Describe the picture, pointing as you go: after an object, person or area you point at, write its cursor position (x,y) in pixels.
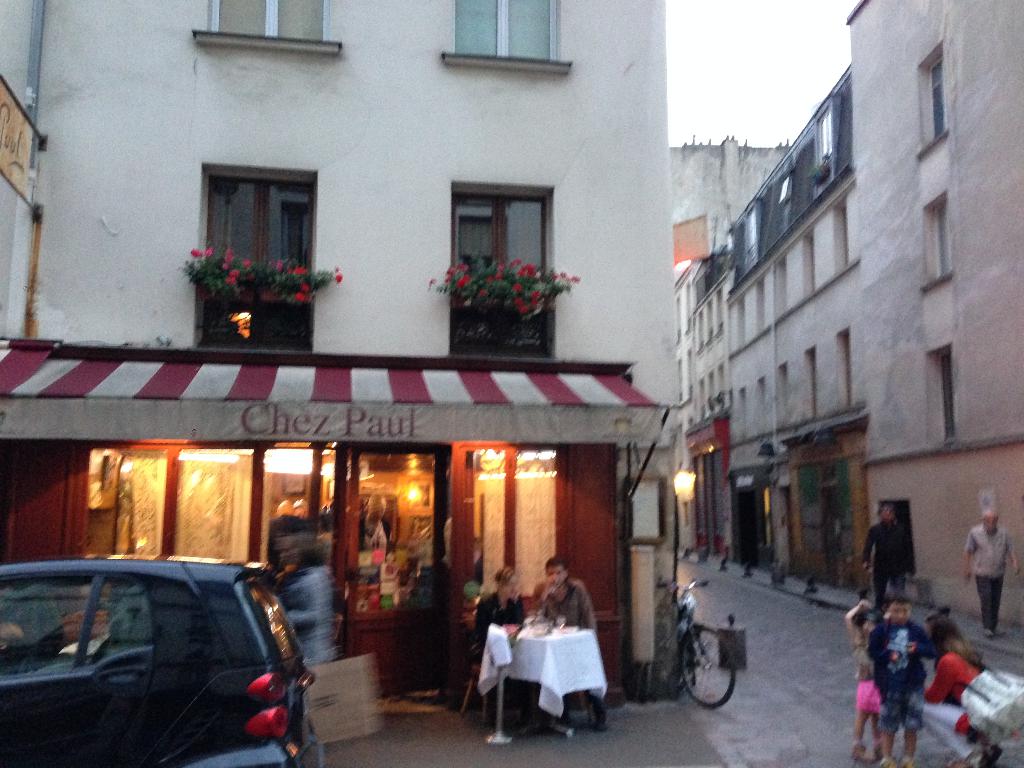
In the foreground (507,582) I can see vehicles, table (561,687), chairs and a group of people (862,687) on the road (785,727). In the background (539,334) I can see buildings (692,385), houseplants (495,301), windows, lights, doors (419,530) and the sky (775,4). This image is taken may be on the road (583,738).
